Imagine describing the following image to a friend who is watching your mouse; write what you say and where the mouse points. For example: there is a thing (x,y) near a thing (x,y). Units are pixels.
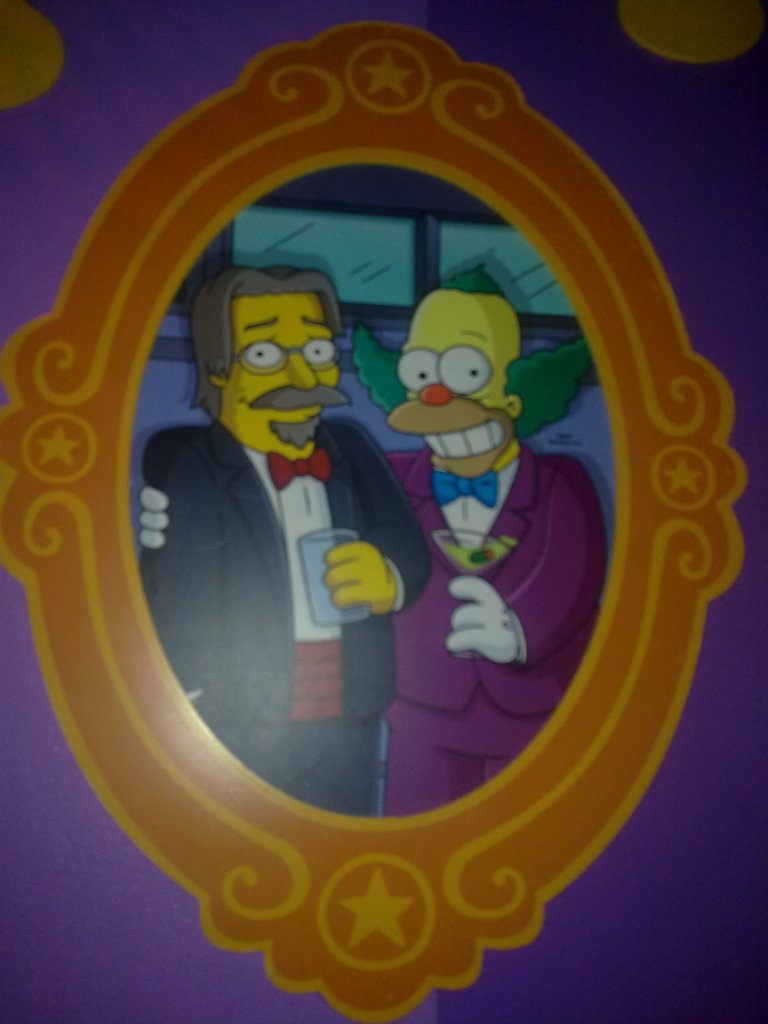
This looks like a cartoon image. I can see two people (460,490) standing and holding glasses (325,539) in their hands (471,584). This looks like a frame (612,287).
